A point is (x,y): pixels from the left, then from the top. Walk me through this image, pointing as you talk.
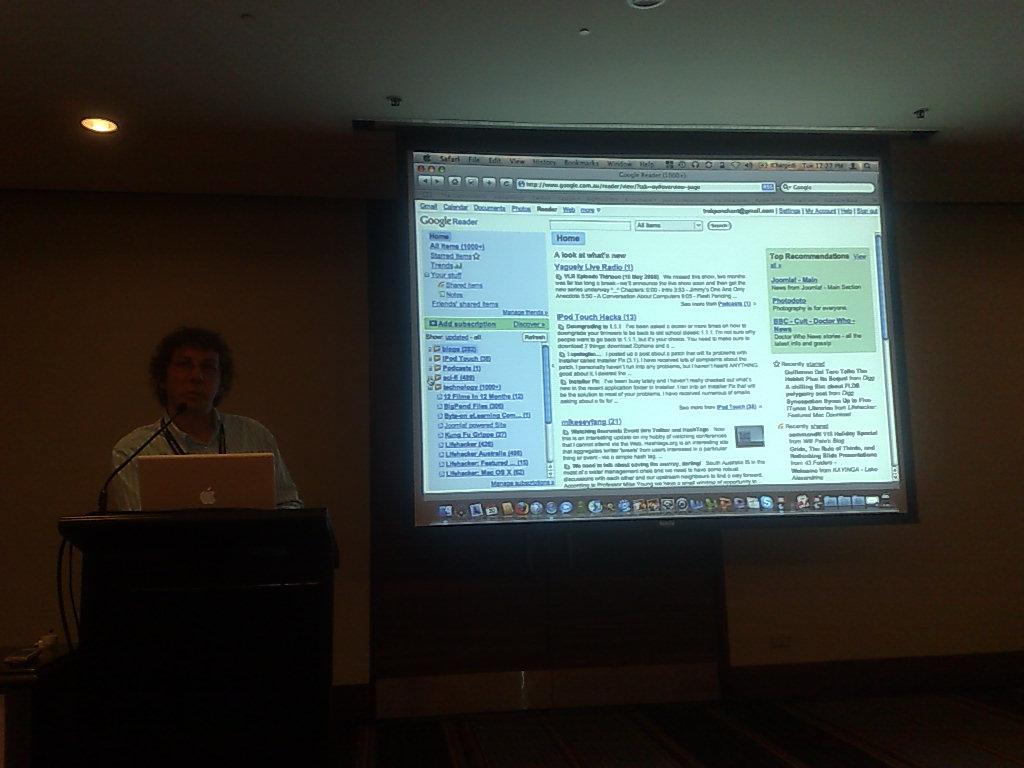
This picture shows a man (152,443) standing and speaking with the help of a microphone (103,494) on the podium (93,551) and we see a laptop (204,494) and a projector screen (787,460) displaying some text (632,341) on it and we see light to the ceiling (66,133).
